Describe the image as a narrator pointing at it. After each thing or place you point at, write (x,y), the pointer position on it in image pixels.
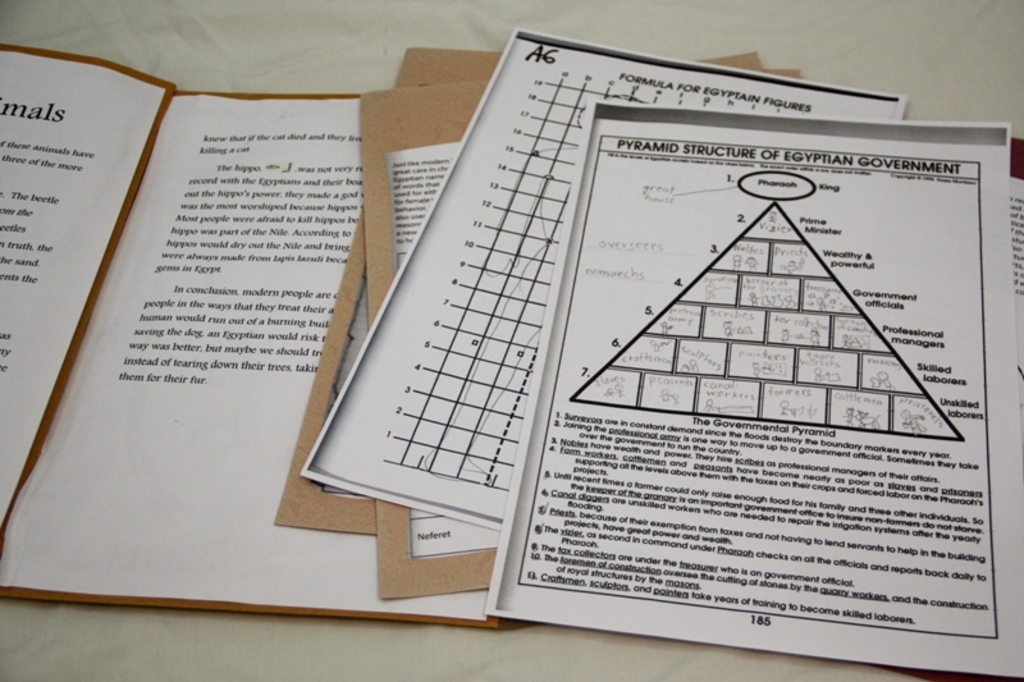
In this image there are pyramid structure booklet (766,214) and formula booklet (491,345) and also two other booklets (413,114) and a book (221,273) placed on the plain surface (364,646).
